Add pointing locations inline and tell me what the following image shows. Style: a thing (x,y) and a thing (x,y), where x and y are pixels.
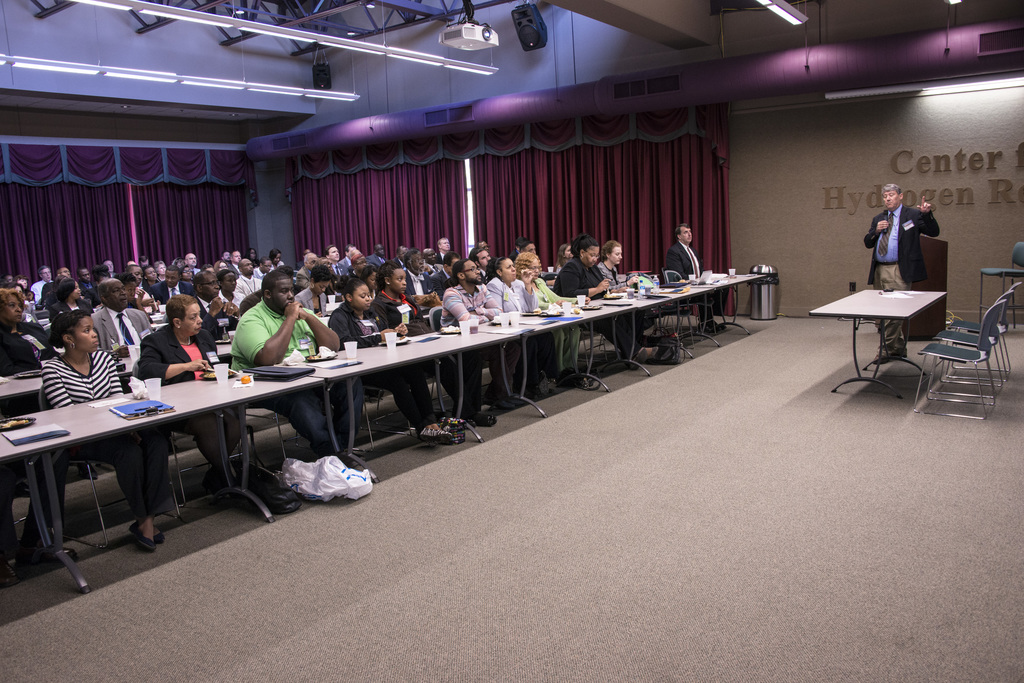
In the picture we can see a group of people (515,253) sitting on the chairs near the tables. On the tables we can see laptops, glasses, water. And one man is standing and explaining something to the people (529,249). In the background (518,231) we can see the curtain (637,139) which is red in colour and something written on the wall (740,147) center for hydrogen, in the ceiling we can see a lights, stands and music box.
